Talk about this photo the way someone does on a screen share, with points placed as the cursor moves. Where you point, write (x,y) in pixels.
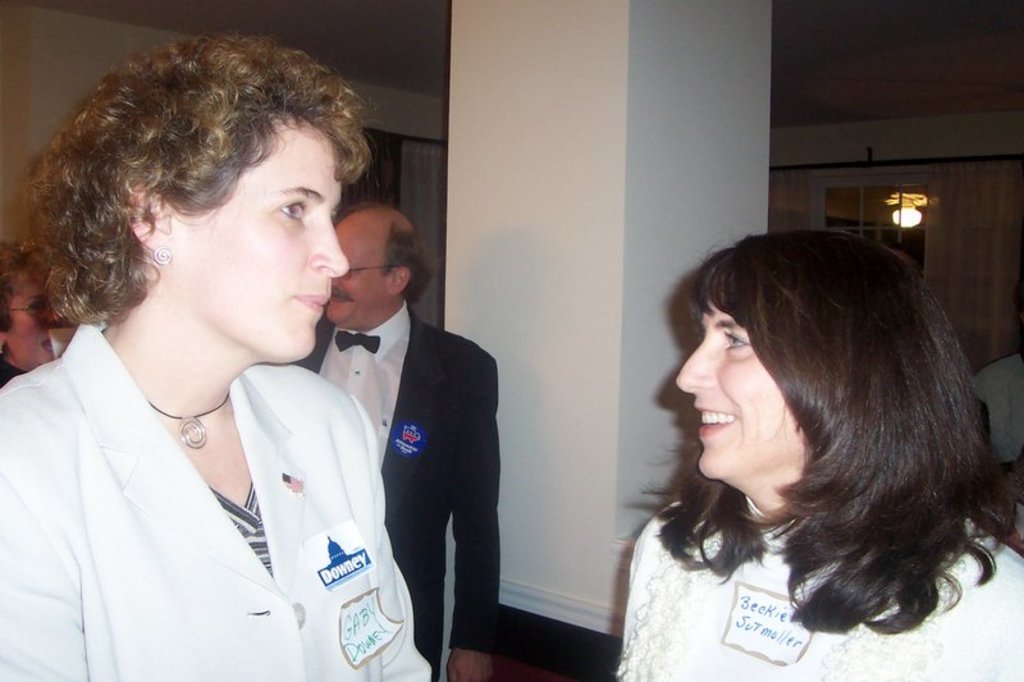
In the image, there are two women (199,320), the second woman (747,477) is talking to the first woman (156,455) and behind these two people (123,402) there is a man (405,388) he is wearing a black blazer (408,395) and behind the man (428,391) there is a white pillar (495,110) and in the background (912,133) there is a wall (897,129) and there is a window (875,219) and curtains (982,248) in front of the wall (893,153).
